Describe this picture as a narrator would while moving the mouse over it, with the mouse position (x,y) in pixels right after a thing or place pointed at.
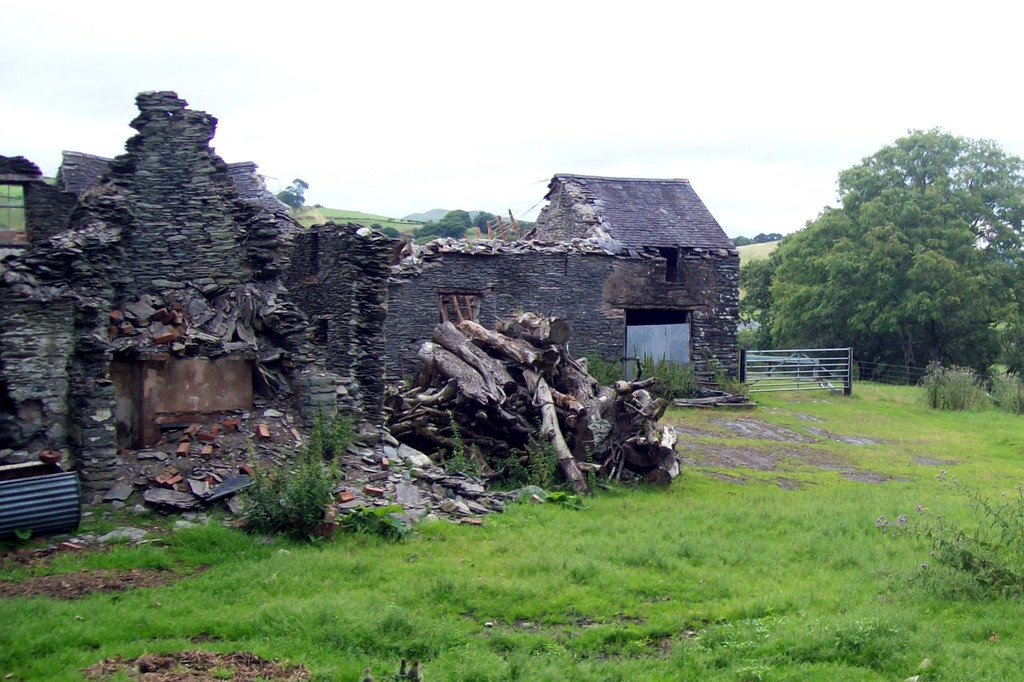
In this image I can see there is a collapsed building (622,340) and there are wooden sticks (506,404) and an object (54,467). And there is a fence (795,385). And in front (860,533) there is grass (834,578). And at the back (427,204) there are trees (424,232) and a sky (310,140).
